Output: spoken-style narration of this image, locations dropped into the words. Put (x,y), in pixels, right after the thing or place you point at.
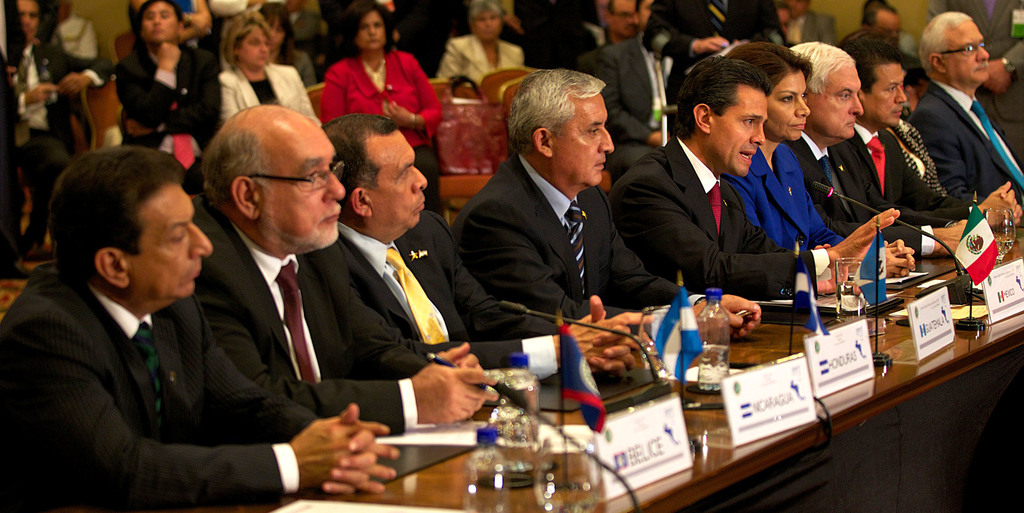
In this Image I can see group of people (268,131) sitting on the chairs (494,106). They are wearing different color dresses (620,210). I can see few glasses (547,445), bottle (479,497), boards (655,427), flags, mics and few objects (441,447) on the table (694,399).
